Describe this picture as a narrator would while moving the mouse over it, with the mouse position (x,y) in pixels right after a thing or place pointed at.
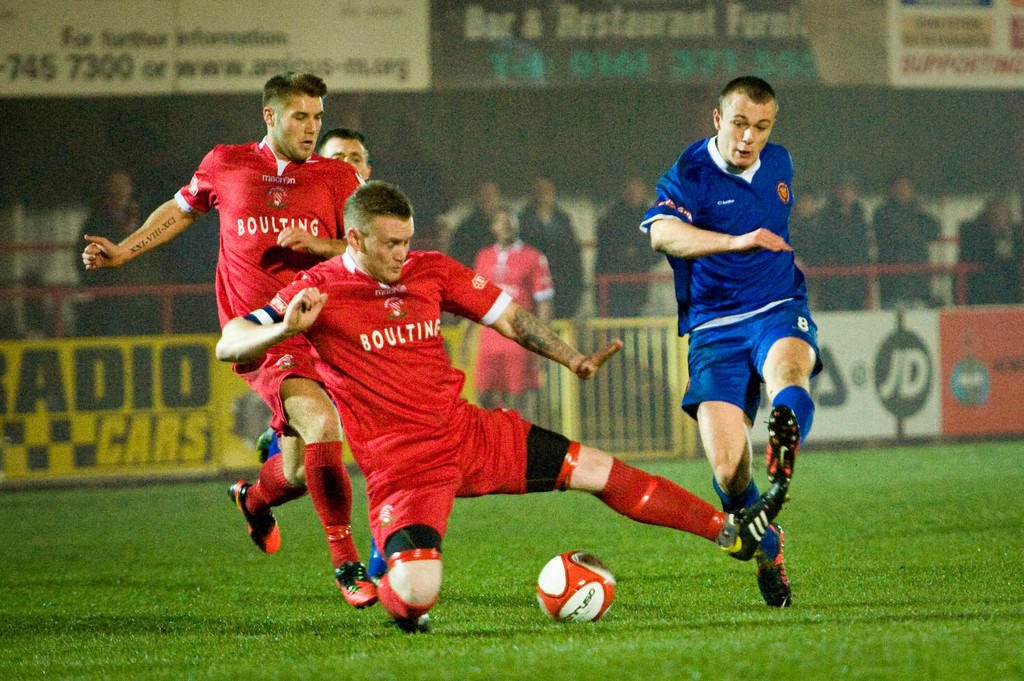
In this image there are four men (423,361) running on the ground (541,544). There is a football (587,582) on the ground (619,596). There is grass (242,602) on the ground (848,547). Behind them there is a railing (112,296). There are boards (910,387) with text (173,365) to the railing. Behind the railing (85,289) there are people (909,205) standing. At the top (499,42) there are boards (625,43).
